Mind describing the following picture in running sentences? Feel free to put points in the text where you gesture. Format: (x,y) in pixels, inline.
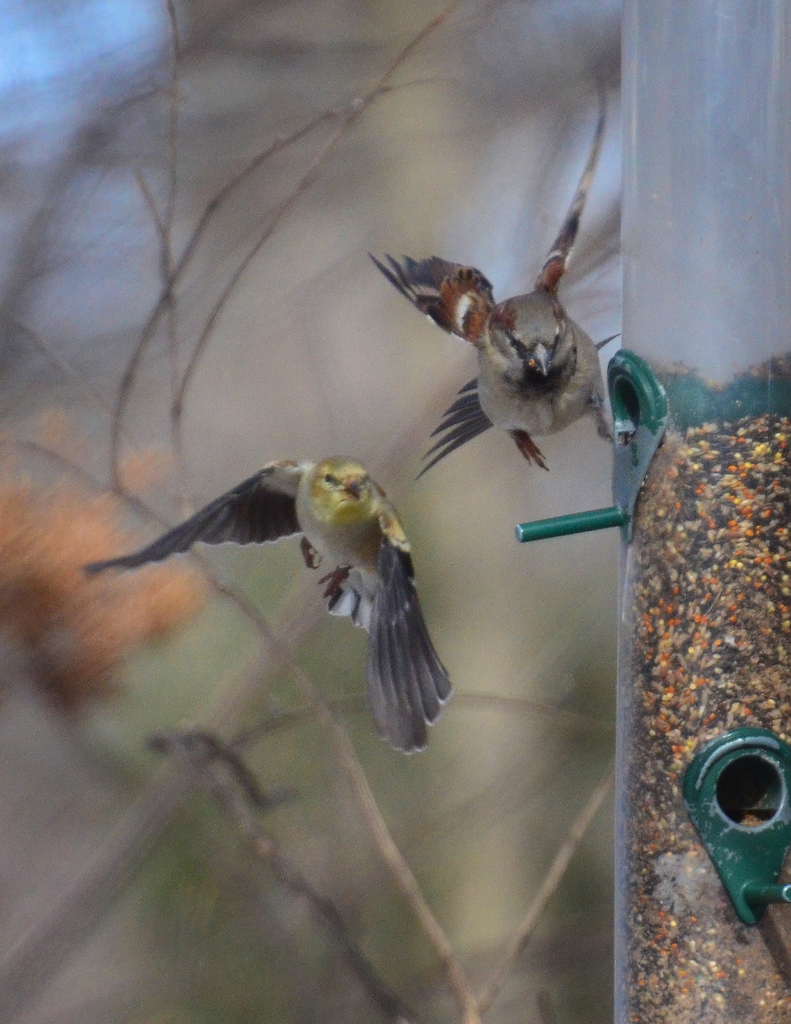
In the image in the center (382,507) we can see one pole (641,423) and two birds (500,403) flying. In the background (388,354) we can see trees (347,304).
